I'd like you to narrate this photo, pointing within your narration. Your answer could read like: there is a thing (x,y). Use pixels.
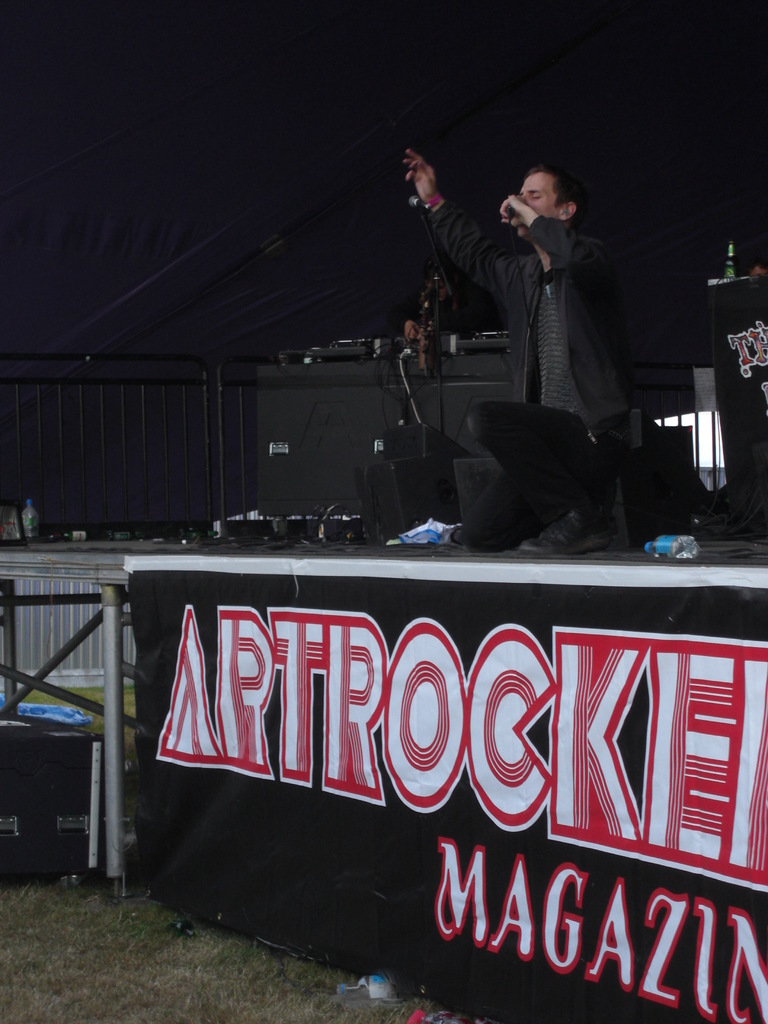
In the picture I can see a person (507,219) wearing black jacket (527,365) is kneeling here. Here I can see few objects (317,442) are placed on the stage (7,575), here I can see a black color on which I can see some text (588,747) which is in white and red color. The background of the image (677,199) is dark where we can see few objects (760,452). Here I can see the grass (196,1011).
